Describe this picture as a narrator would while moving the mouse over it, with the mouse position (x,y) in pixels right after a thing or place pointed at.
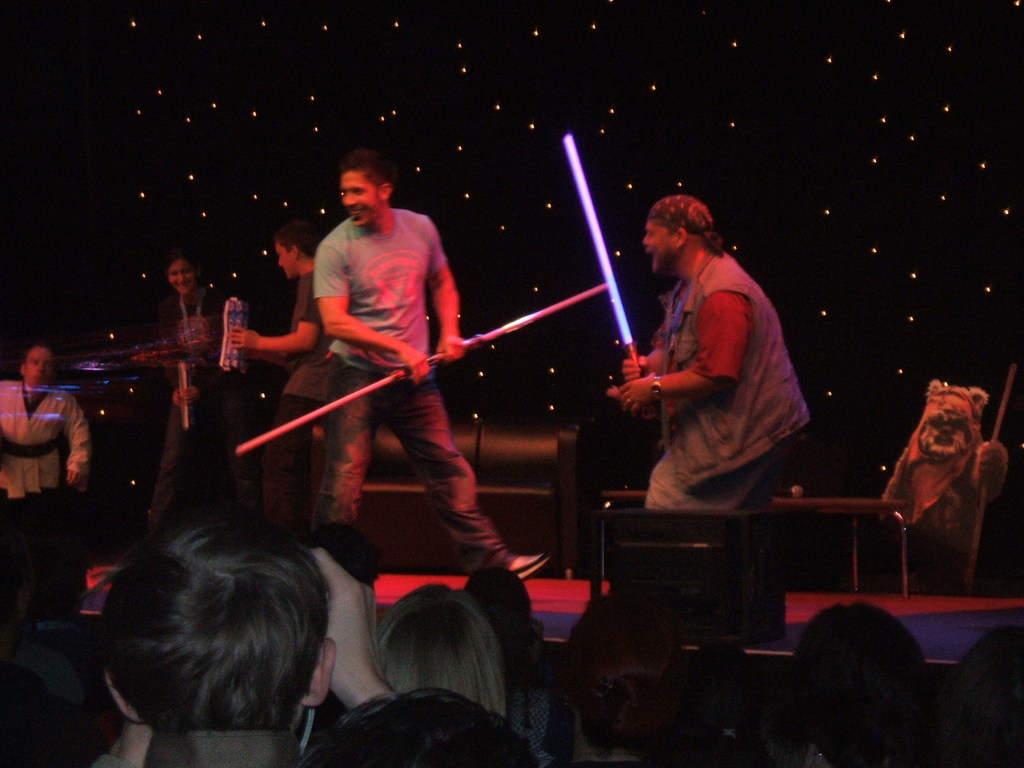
In this image I can see the group of people (231,436) and I can see two people (344,370) are holding the sticks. To the right (936,479) I can see the person (928,489) wearing the costume (919,474). I can also see some black color objects (884,505). In-front of these people (915,525) I can see few more people (425,685). And there is a white and black background (598,176).
